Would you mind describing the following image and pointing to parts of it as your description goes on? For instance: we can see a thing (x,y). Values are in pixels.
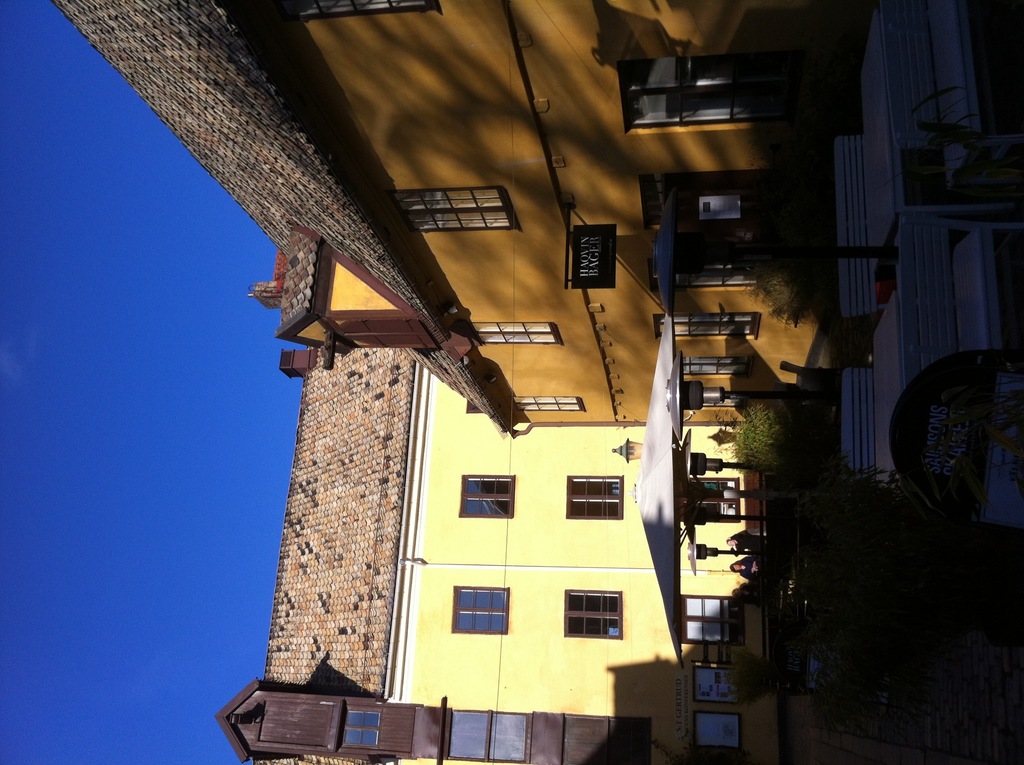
In this picture we can see tables (896,308), chairs (943,328), poles (744,518), trees (793,427), buildings (738,414) with windows (511,747) and three persons (742,534) and in the background (175,234) we can see the sky (167,389).
